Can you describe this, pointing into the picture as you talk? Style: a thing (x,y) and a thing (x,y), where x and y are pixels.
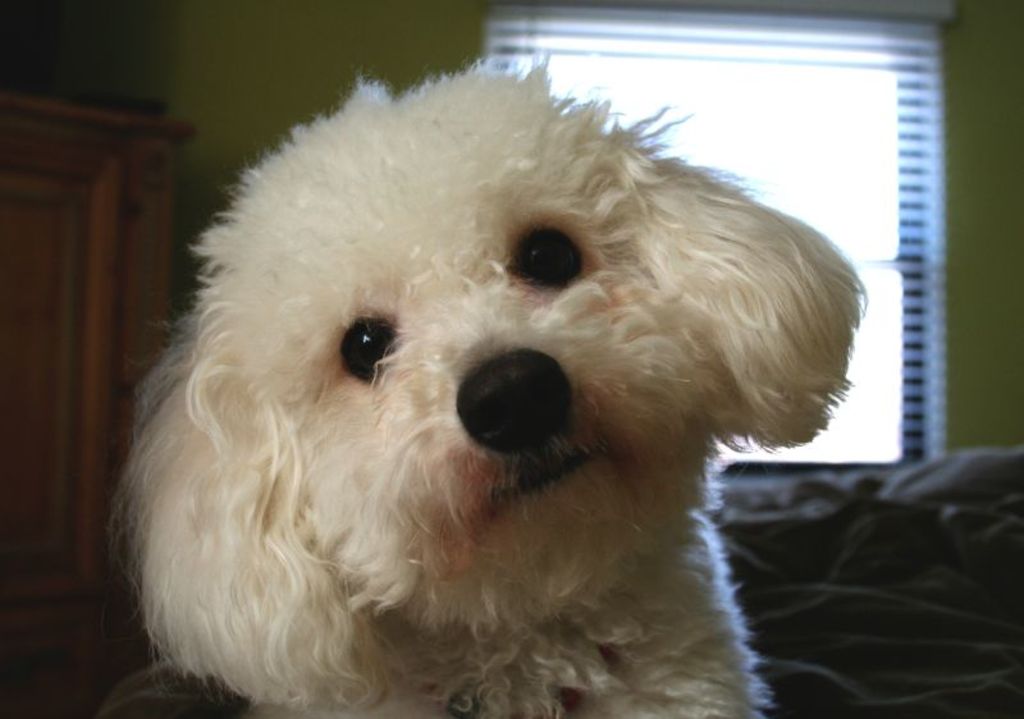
In this picture I can see a white color dog (564,576) and I can see blinds (594,53) to the window (872,412) looks like a cupboard (9,107) on the left side (168,230) and might be a sofa (873,654) on the back of the dog (566,617).
